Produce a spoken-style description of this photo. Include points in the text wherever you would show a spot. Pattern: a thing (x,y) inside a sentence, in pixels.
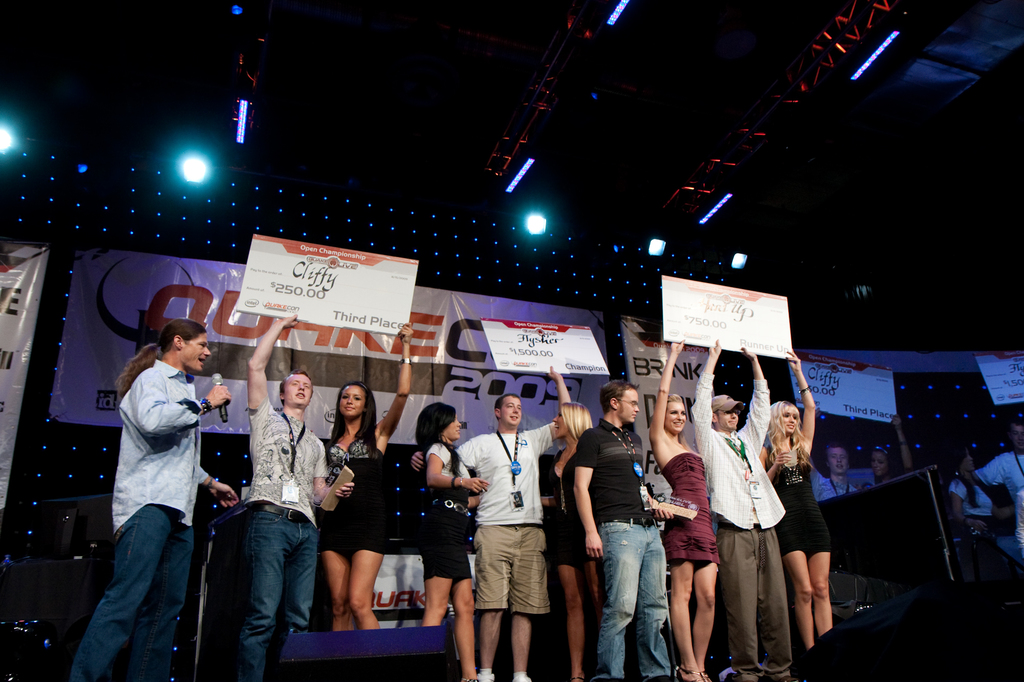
In this image we can see these people (772,439) are standing on the stage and holding boards (273,307). In the background (8,427), we can see the banners (456,361) and we can see the show lights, here we can see the projector screen (1012,450).
